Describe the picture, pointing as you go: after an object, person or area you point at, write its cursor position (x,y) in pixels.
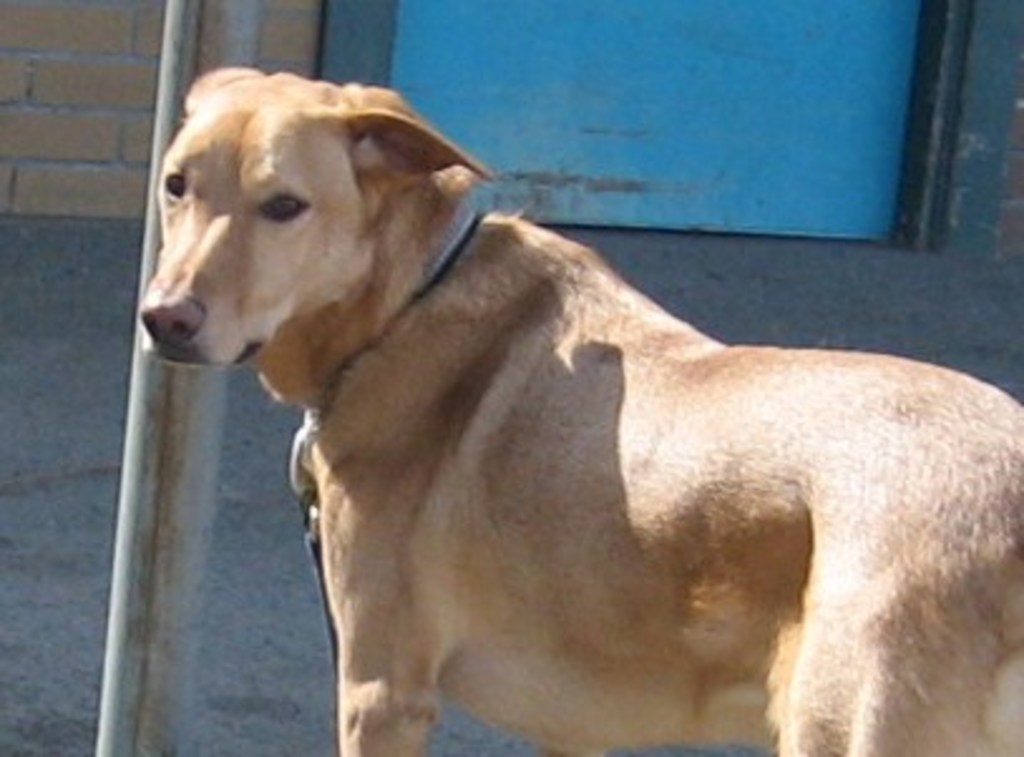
In this image I can see a dog (456,385) which is brown, cream and black in color. I can see a belt (443,251) to its neck (416,335), a metal pole (177,606), the ground (122,332), a blue colored door (617,61) and the wall (103,66) which is made up of bricks (103,126).
